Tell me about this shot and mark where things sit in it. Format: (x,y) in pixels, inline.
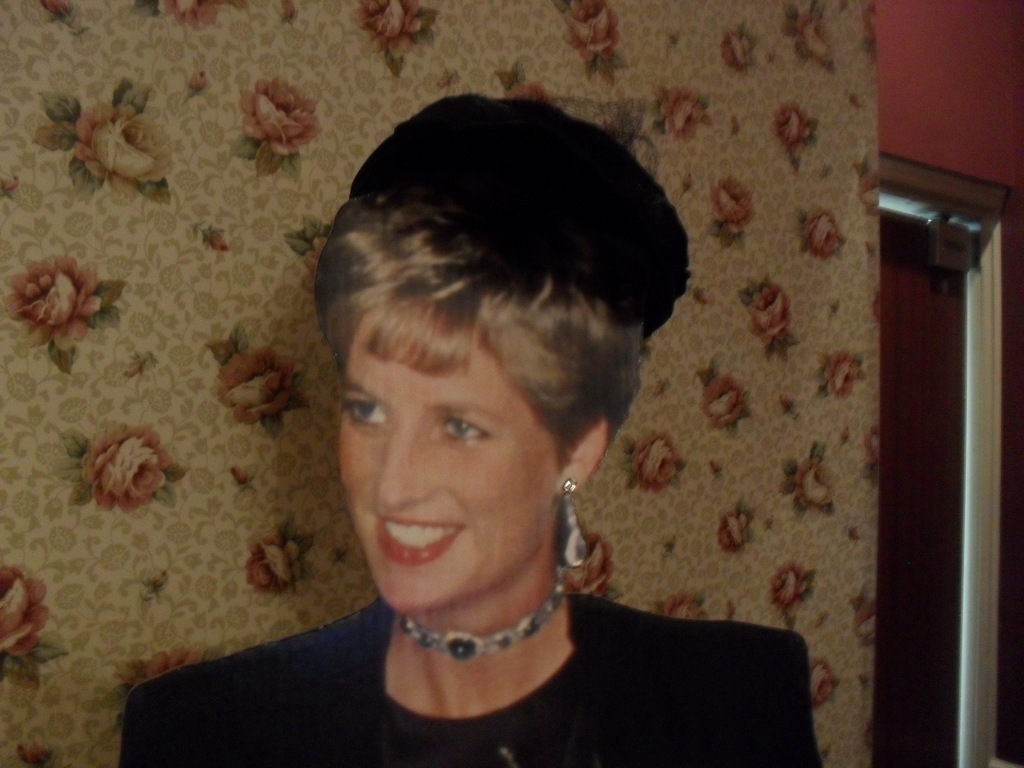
This picture is mainly highlighted with a woman (424,556) who is holding a beautiful smile (403,537) on her face (412,551). She is wearing a necklace (463,642) and she is in black dress (619,718). Behind to this women (464,685) and there is a wall (758,266) with roses (131,462) and it is artificially made. At the right side of the picture (938,356) we can see a door (940,360) and this is a wall (957,95) in dark red colour.
